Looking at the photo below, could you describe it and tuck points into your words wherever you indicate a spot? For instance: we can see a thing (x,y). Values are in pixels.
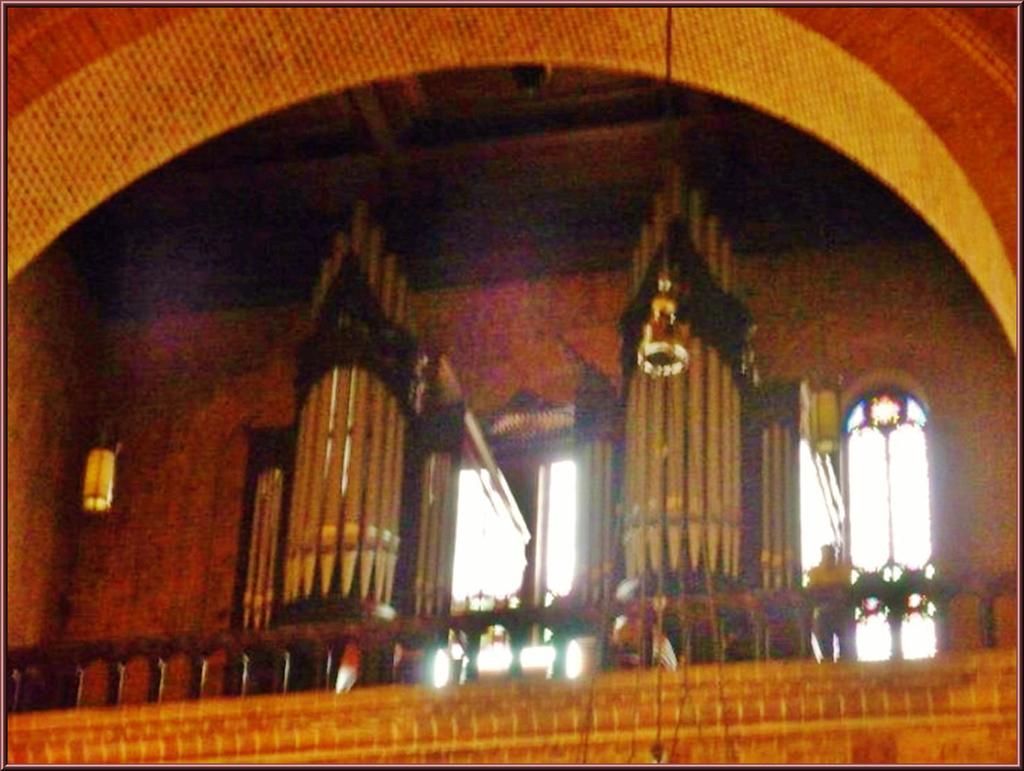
In the picture we can see inside view of the building (716,70) with some wall (836,370) and railing (609,660) to it and a pipe organ (313,593) with some decoration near it.
